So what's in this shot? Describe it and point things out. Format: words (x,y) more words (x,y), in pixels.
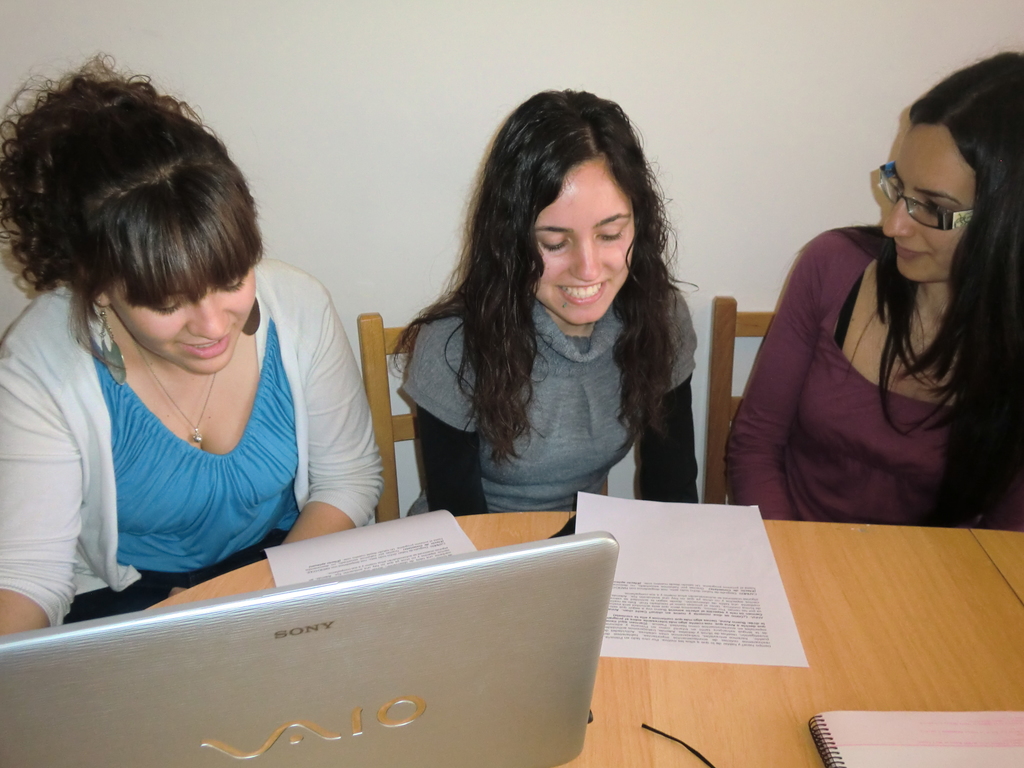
In the center of the image (583,288) there are three women (343,398) seated in chairs (718,419), all are smiling. In the foreground (825,598) there is a table (945,653), on the table (804,681) that is a laptop (431,657), paper (734,569) and a book (898,733). In the background (758,114) there is a wall (644,53) painted white.
